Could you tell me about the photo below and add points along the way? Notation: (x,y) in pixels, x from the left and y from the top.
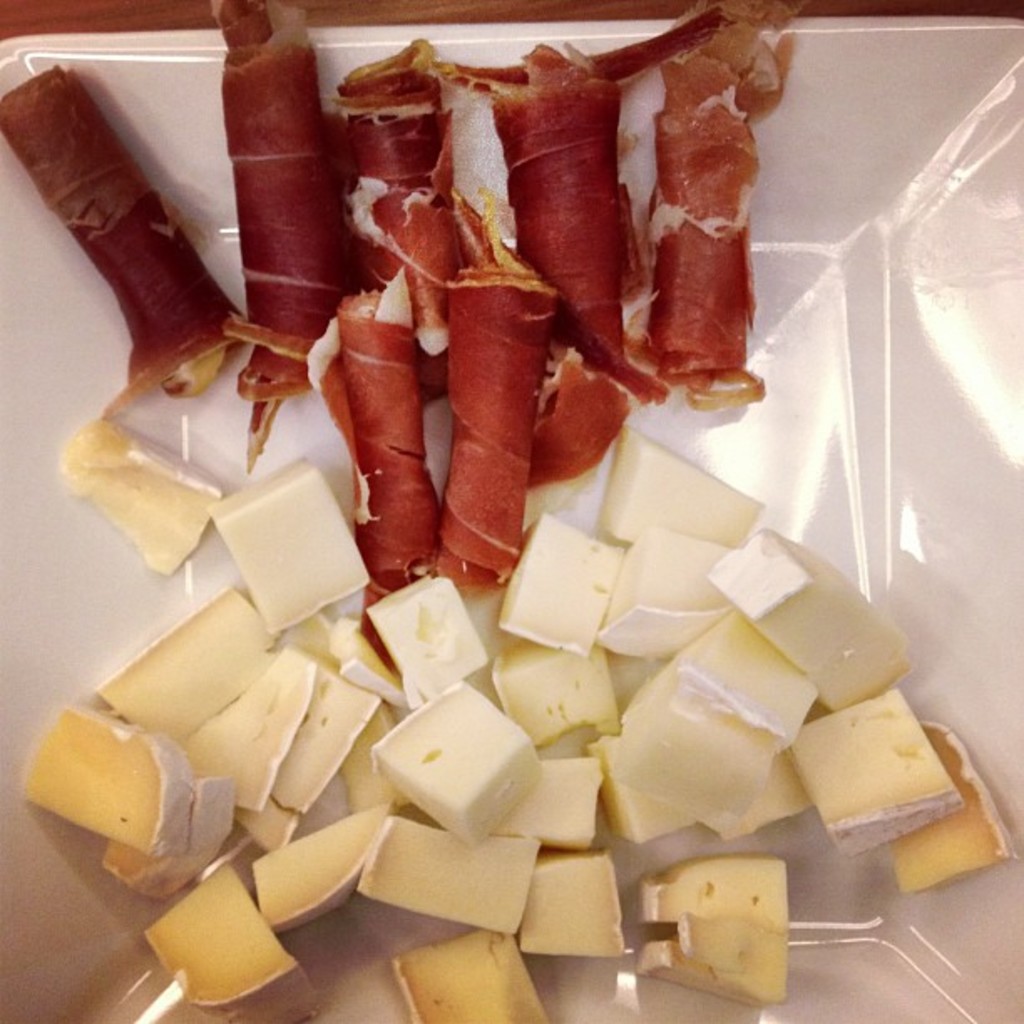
In the foreground of this image (682,721), there are cheese pieces (516,744) and few food rolls (501,292) in a platter (912,365).
